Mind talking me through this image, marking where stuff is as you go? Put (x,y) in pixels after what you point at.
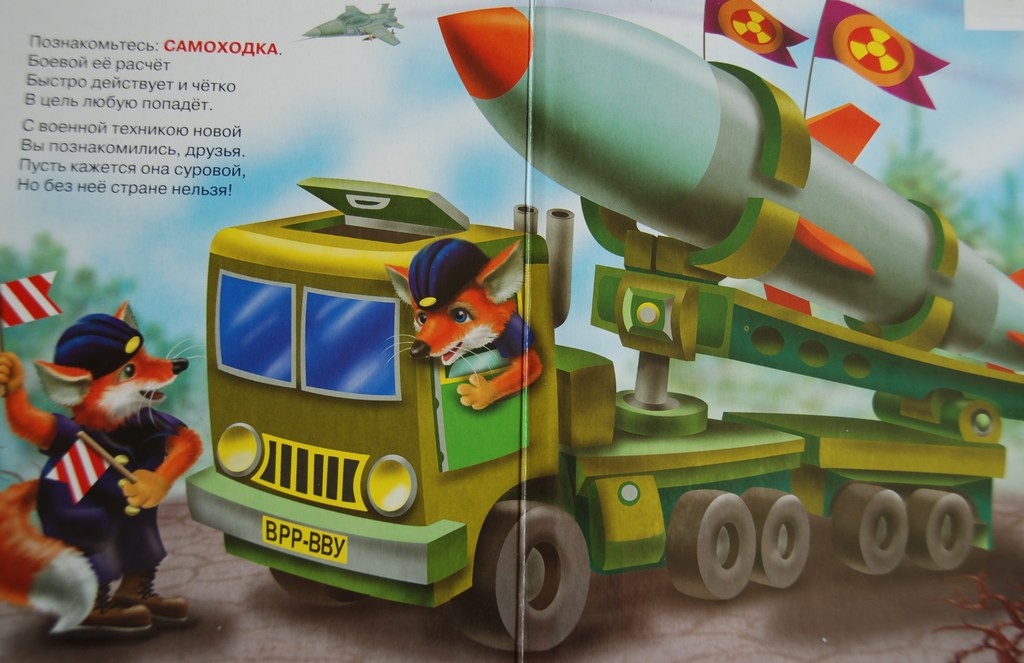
In this image, we can see a poster (392,536) and text (138,148). Here we can see vehicle (440,484), animals (142,407), flags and aircraft (388,33).
